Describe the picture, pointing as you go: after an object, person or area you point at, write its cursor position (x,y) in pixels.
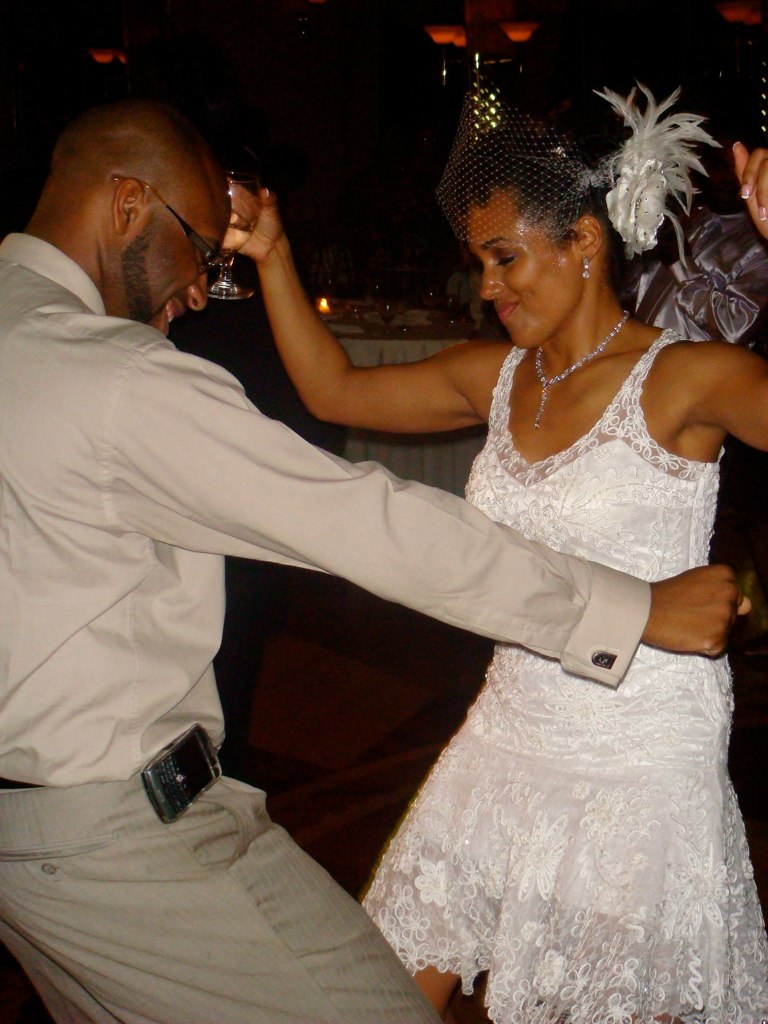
In this image I see a man (136,480) and a woman (558,379) who are smiling and I see that this woman (550,372) is holding a glass (230,261) in her hand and I see that she is wearing white color dress (625,543) and this man (37,293) is wearing cream color shirt (289,539) and I see that it is dark in the background (260,143).
